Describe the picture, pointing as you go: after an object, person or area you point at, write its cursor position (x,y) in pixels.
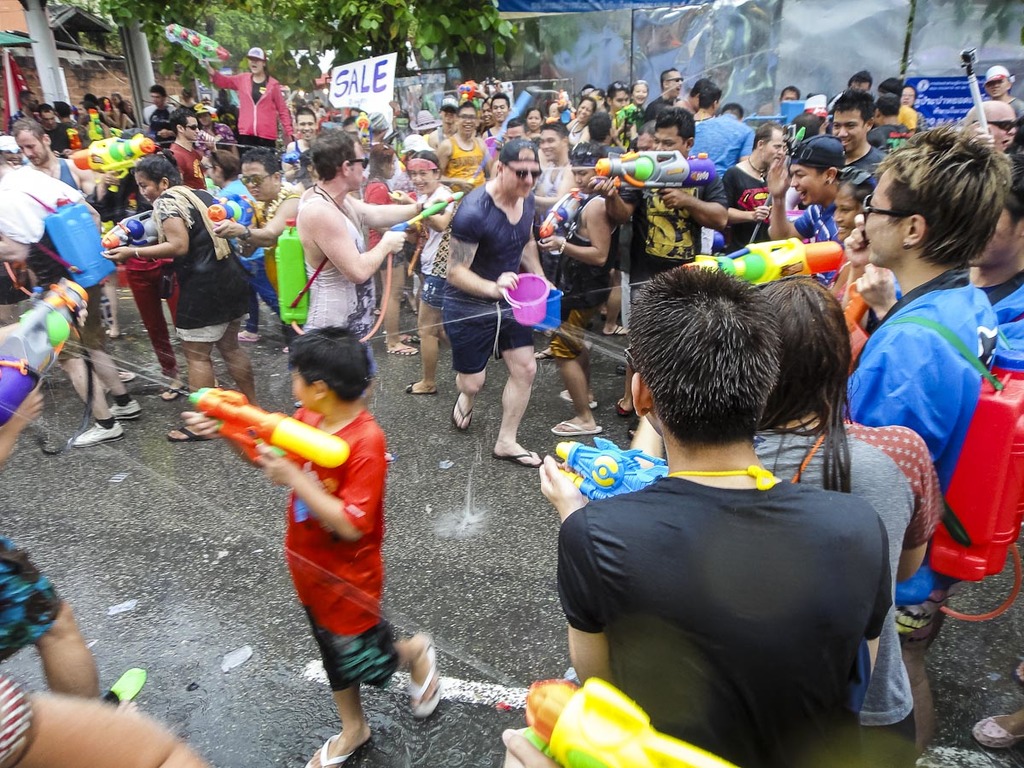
In the foreground of this image (31,588), there are people (292,128) standing on the road (424,443) and holding water guns (117,225), buckets (529,290) and the water pipe (390,281) in their hands (392,243). In the background (358,66), there are few posters (925,111), a metal sheet boundary (708,49), a tree (371,23) and a wall (99,62).
